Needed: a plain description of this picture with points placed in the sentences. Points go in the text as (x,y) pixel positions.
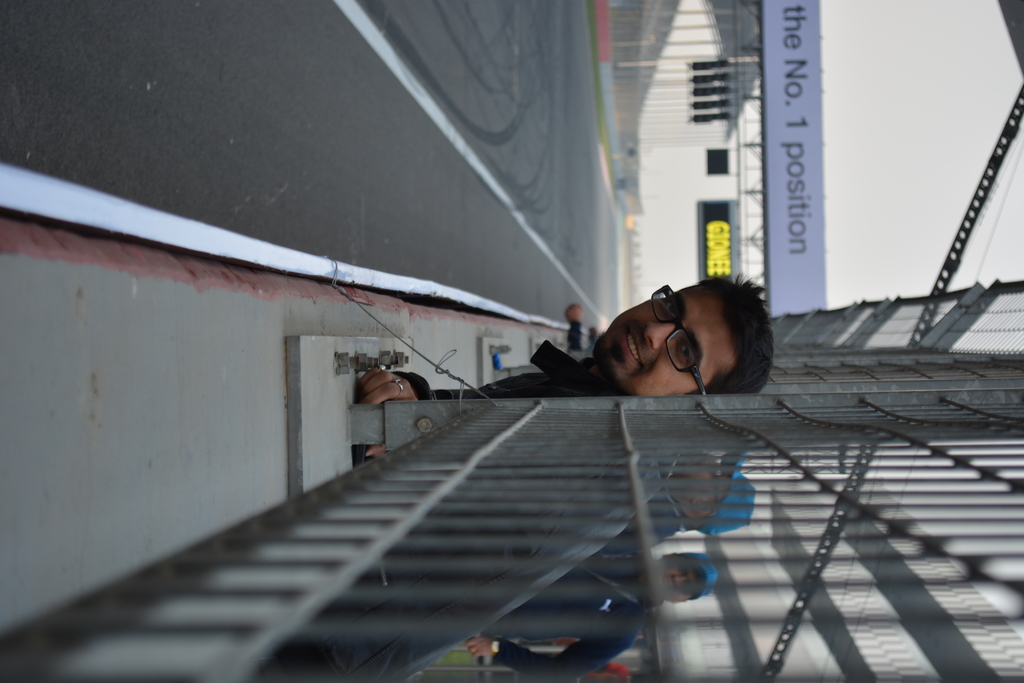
This image is sideways. At the bottom (438,485) there is a fence (253,590). Here I can see a person (621,375) behind the fence (605,522) and he is smiling and giving pose for the picture through the fence (612,412). Along with this person (705,366) there are some more people (592,583) behind the fence (767,419). At the top (314,120), I can see the road (391,61). In the background (660,99) there are many poles (663,102) and also there is a bridge (743,153) on which a board (790,185) is attached. On the board (791,150), I can see some text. In the top right (885,121), I can see the sky (948,140).
